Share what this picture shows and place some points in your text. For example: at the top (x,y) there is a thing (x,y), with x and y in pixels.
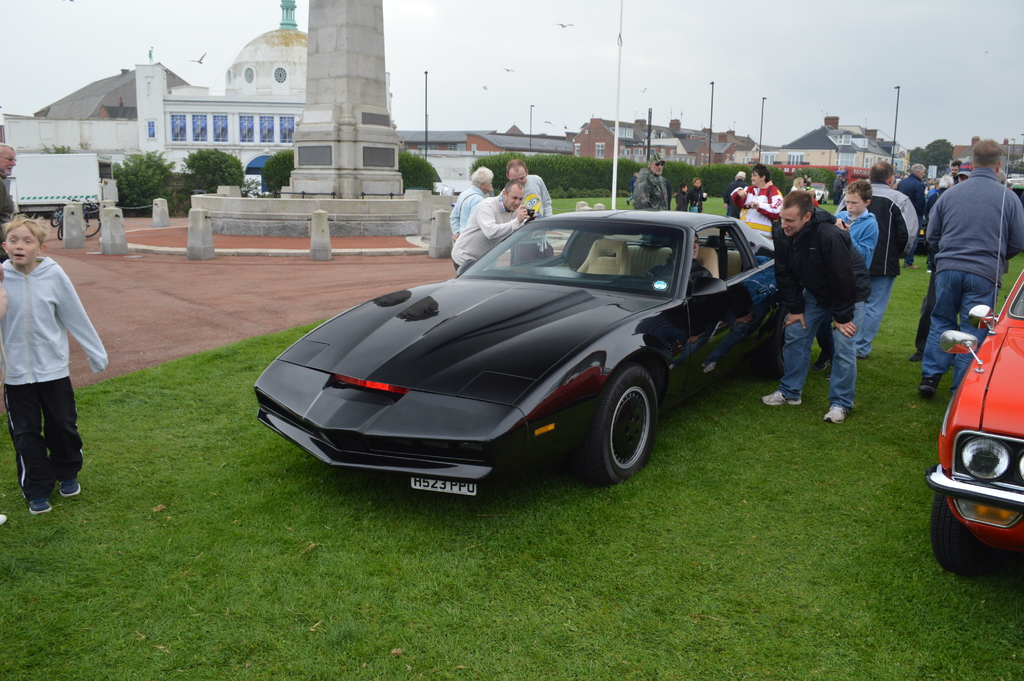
In this image there are a few cars (727,332) parked, around the cars (768,321) there are a few people (836,243) clicking pictures, in the background of the image (326,168) there is a pillar (345,164), bushes (582,170), lamp posts (761,141) and buildings (143,140).
